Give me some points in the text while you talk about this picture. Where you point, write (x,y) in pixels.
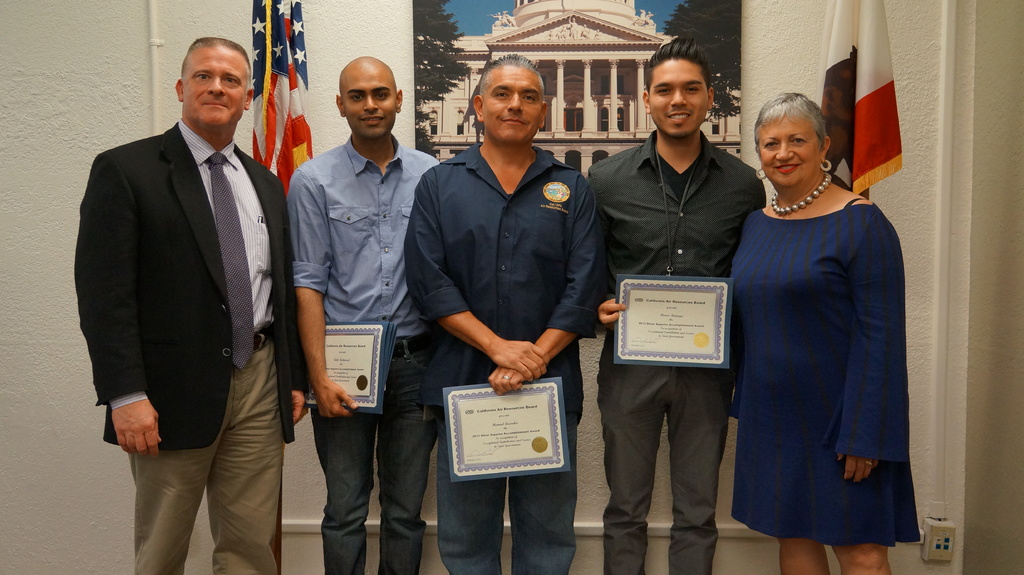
In this picture I can see few people (447,266) standing and few (579,277) are holding certificates (491,466) in their hands (498,359) and I can see a man (390,390) holding a file (362,410) in his hand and I can see a frame (562,111) of a building (553,103) on the wall (350,32) and I can see couple of flags (301,92) in the back (833,109).
